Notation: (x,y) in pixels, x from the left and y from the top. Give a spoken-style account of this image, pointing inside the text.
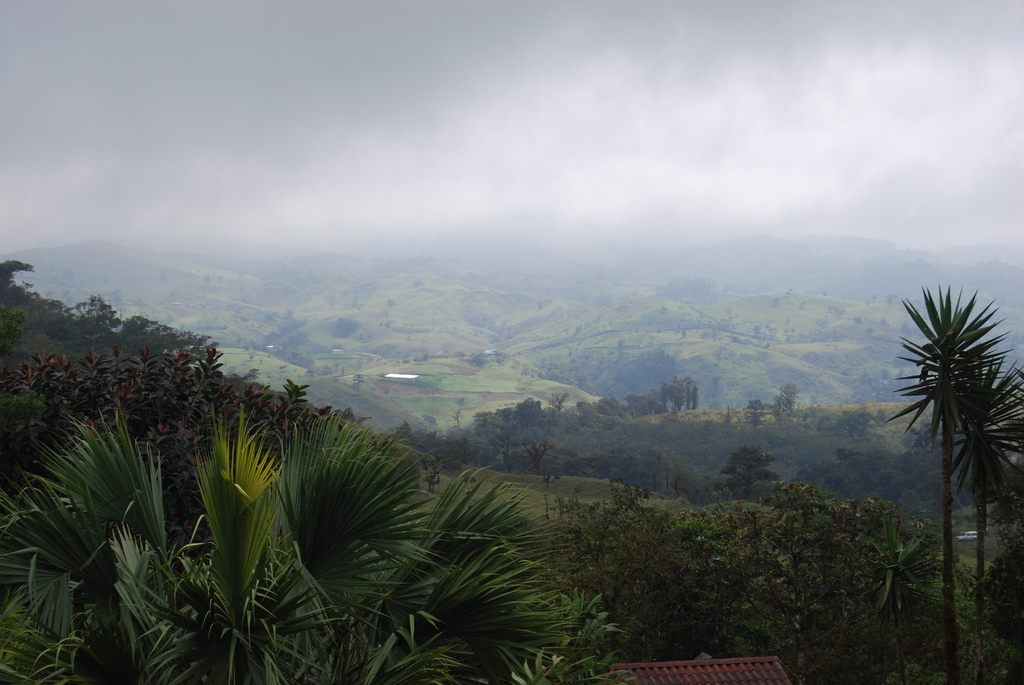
In the foreground of this image (550,634), there is greenery (560,543). In the background (688,376), we can see greenery (585,336) on the mountains (465,357) and the foggy sky (403,195).
